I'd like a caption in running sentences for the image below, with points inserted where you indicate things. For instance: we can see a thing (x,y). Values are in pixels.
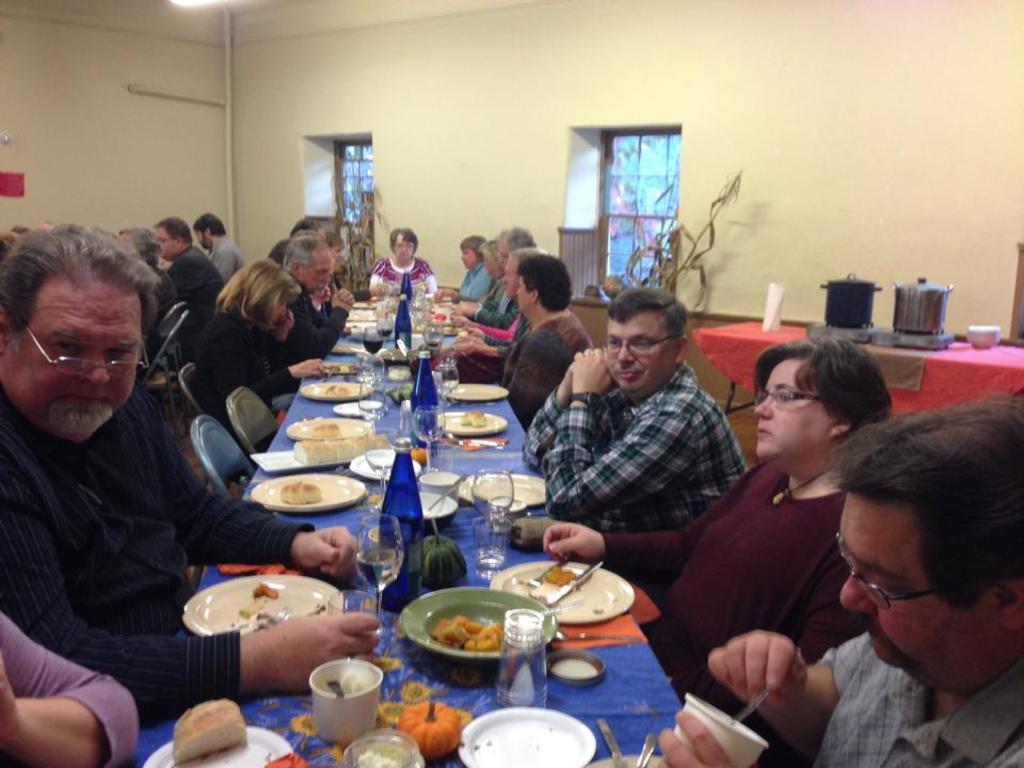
In this image i can see few persons (700,483) sitting on a chair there are few plates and bottles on a table (445,521) at the back ground (534,100) there a wall (332,139).
